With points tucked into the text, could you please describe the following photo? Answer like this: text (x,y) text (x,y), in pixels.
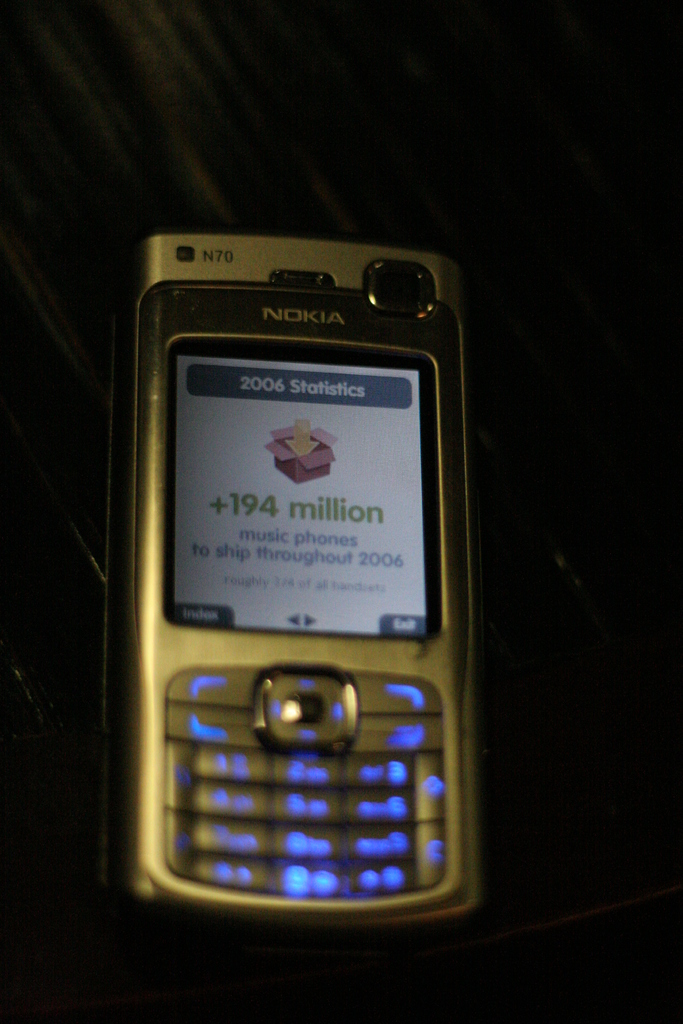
In this image I can see a mobile phone (258,650). I can see few button (344,736) and screen (332,464). Something is written on it. Background (518,136) is in black color.
